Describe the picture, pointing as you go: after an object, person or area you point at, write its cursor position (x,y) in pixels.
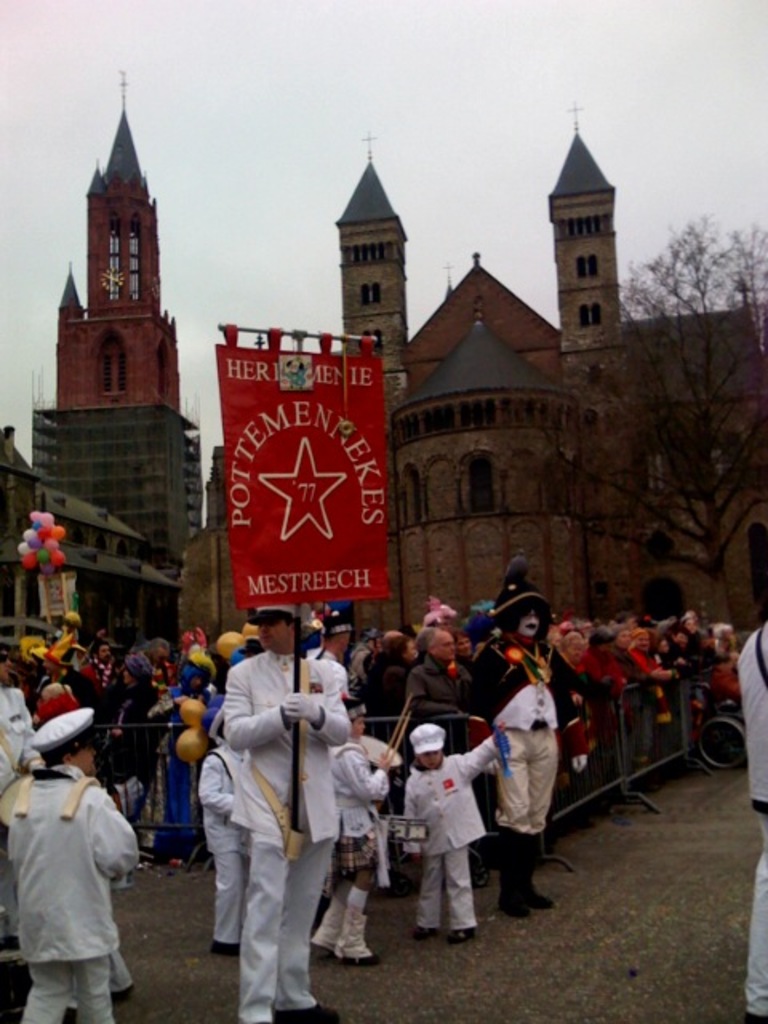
In the foreground (428,697) I can see a crowd (419,713) on the road (394,899), boards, posters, fence (572,809), trees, balloons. In the background (13,519) I can see buildings (753,407), towers (61,350) and the sky (186,275). This image is taken may be during a day.
